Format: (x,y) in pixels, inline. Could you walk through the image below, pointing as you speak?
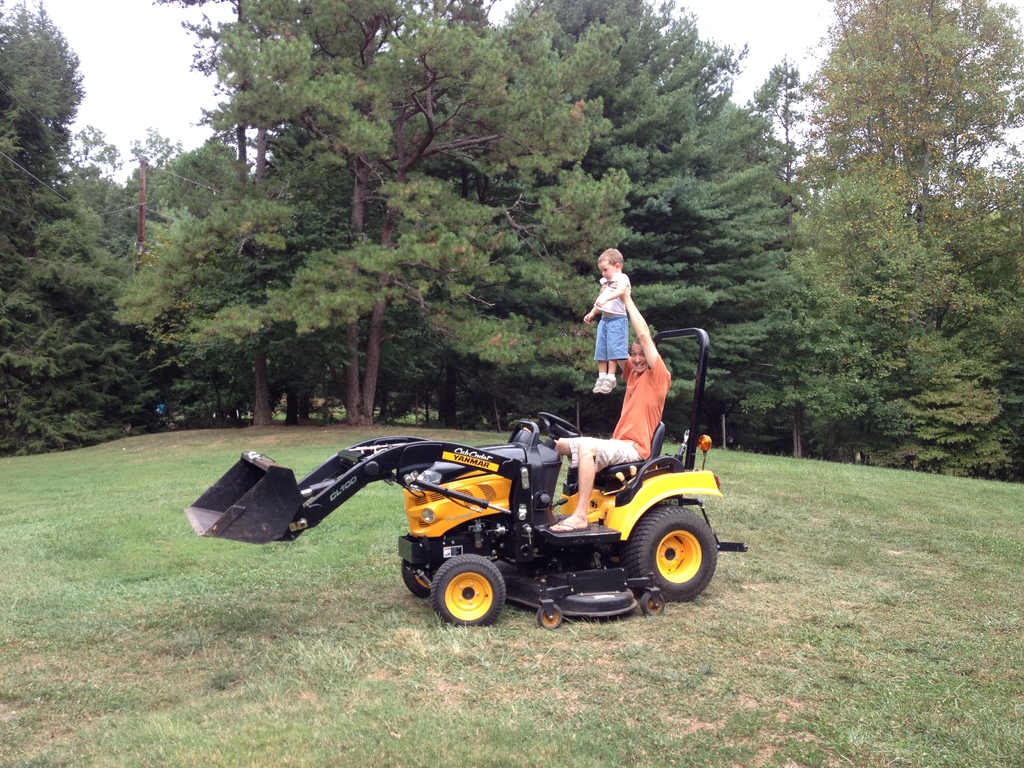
In this picture we can see a man (640,383) is seated on the vehicle (644,464), and he is holding a baby (625,314), in the background (665,306) we can see few trees (510,213) and grass (207,601).
